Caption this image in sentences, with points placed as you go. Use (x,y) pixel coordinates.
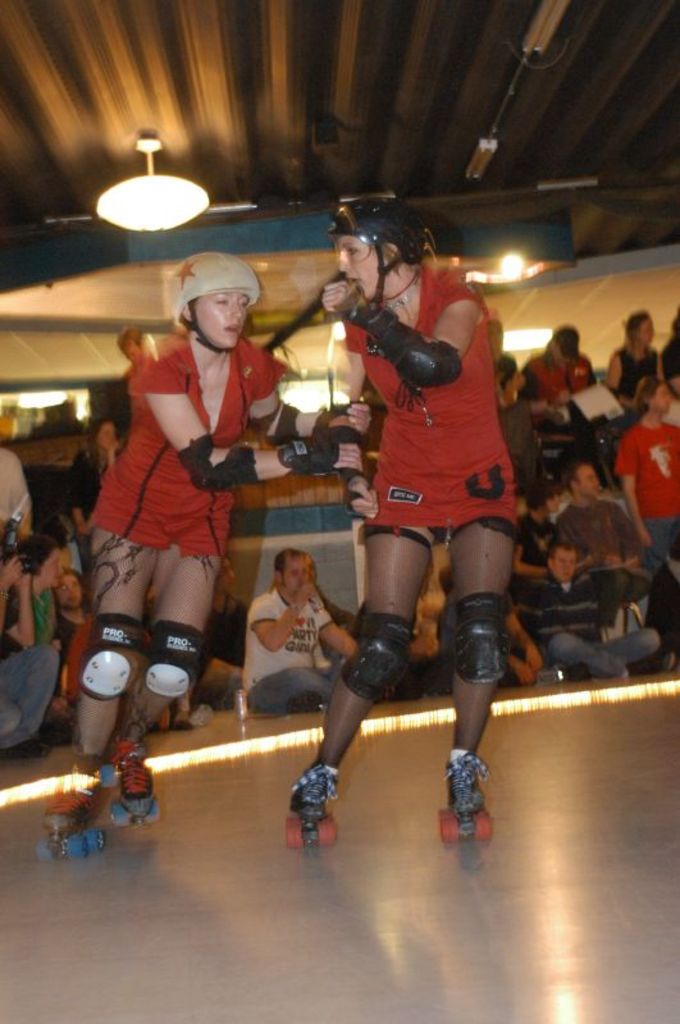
In the center of the image (451,464) we can see two ladies (489,679) skating on the floor (312,936). In the background (630,671) there are people (543,517) sitting. At the top (177,195) there are lights (168,199).
